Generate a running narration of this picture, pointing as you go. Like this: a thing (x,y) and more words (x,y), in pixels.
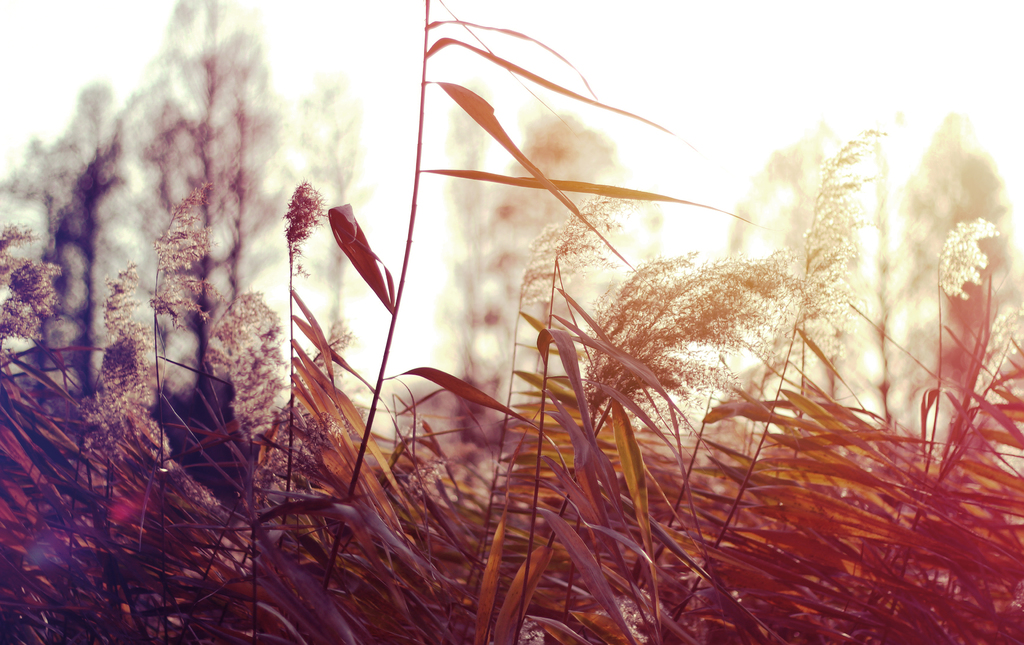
In this image we can see plants (646,468). In the background (367,41) there is sky (704,220).
